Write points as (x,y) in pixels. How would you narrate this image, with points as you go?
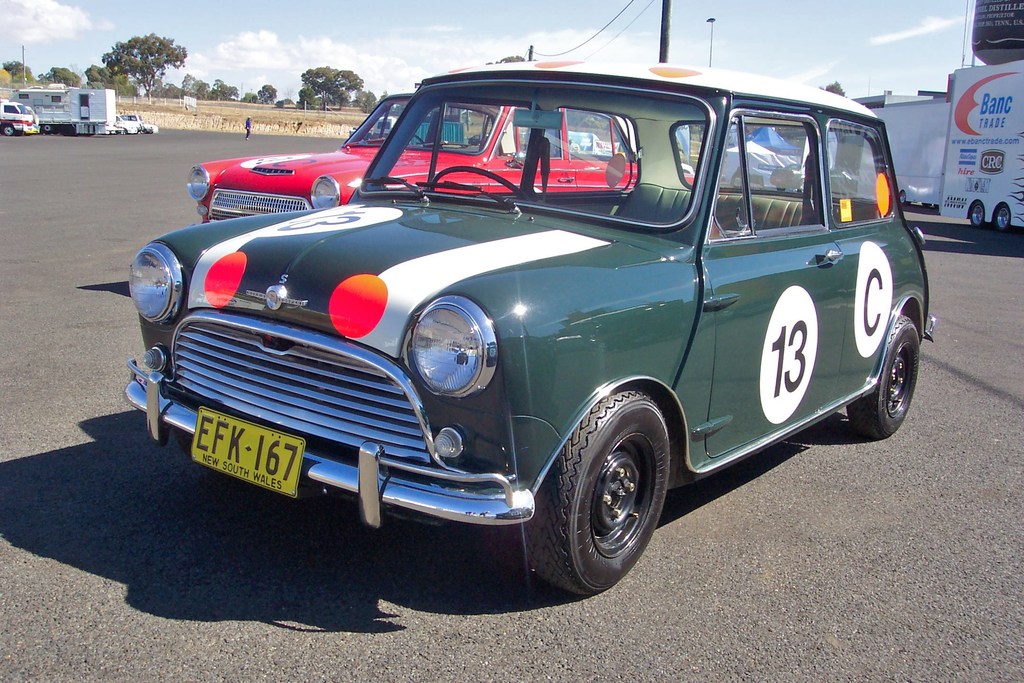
In the image there are different vehicles (46,120) on the road (35,315) and in the background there is a person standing on the road (231,146), behind the person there are many trees (115,71).
